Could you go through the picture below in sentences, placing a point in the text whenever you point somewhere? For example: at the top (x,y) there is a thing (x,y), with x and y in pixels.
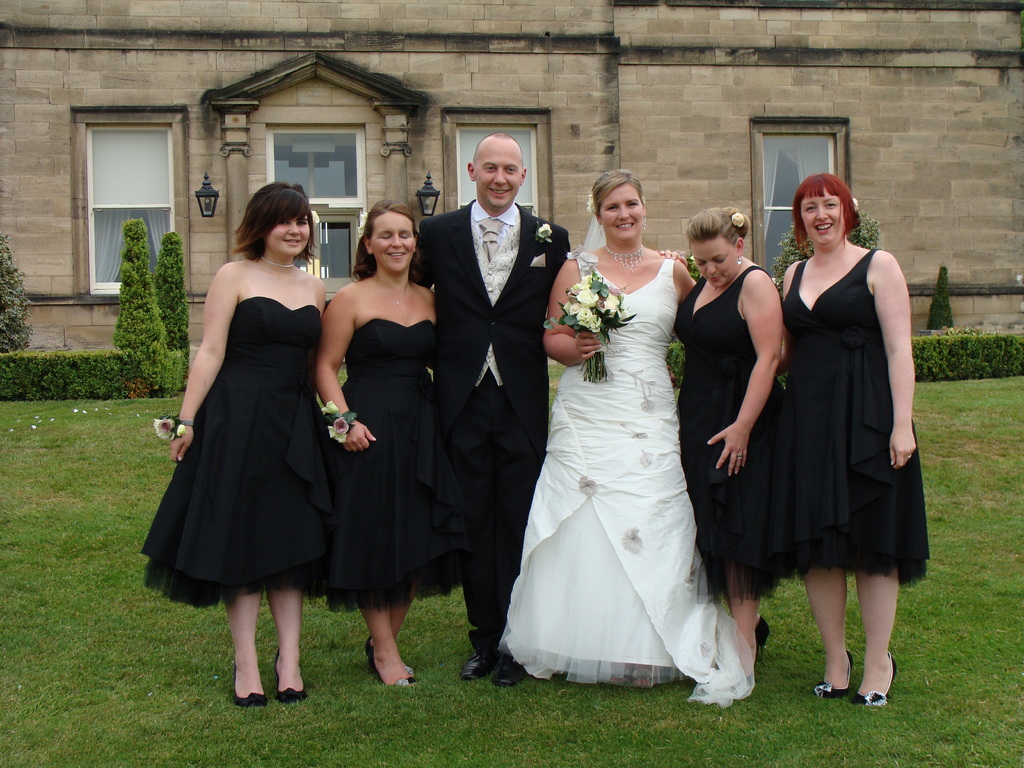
In this image there are people (834,493) standing on a ground (854,587), in the background (79,295) there are plants (135,279) and building (622,4) to that building (378,182) there are windows (338,160) and a door (332,212).
